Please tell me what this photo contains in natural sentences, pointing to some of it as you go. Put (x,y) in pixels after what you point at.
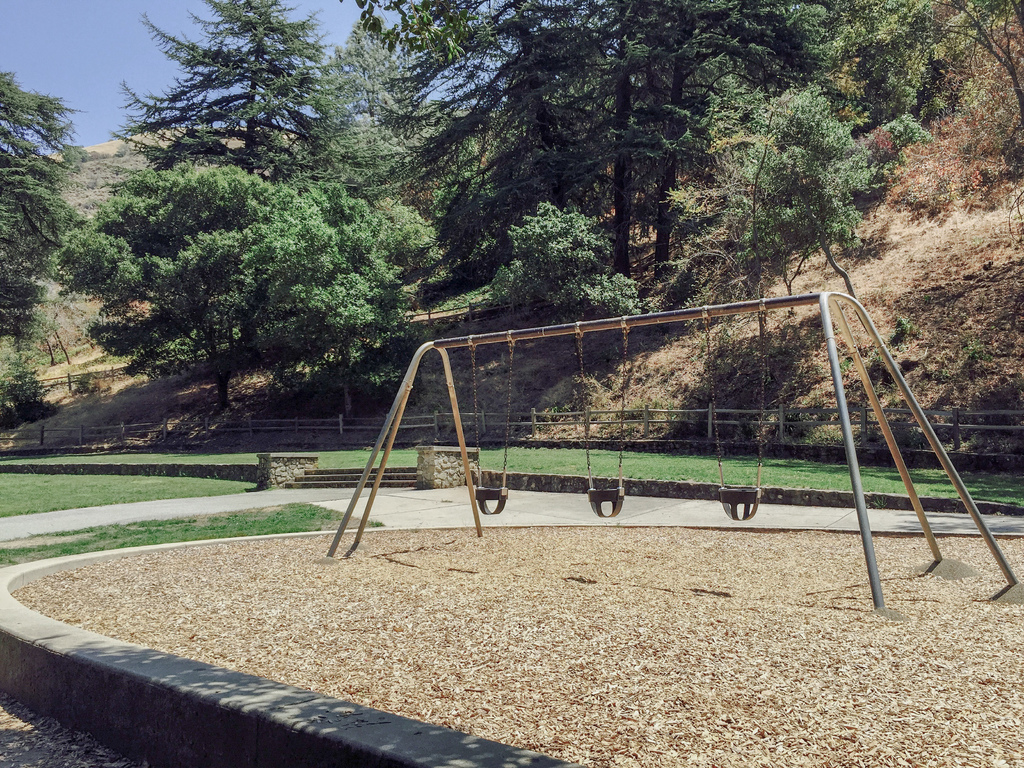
In this image we can see the swings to the poles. We can also see some grass (342,462), a staircase (354,471), a fence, a group of trees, plants (608,404) and the sky (65,99) which looks clear.
